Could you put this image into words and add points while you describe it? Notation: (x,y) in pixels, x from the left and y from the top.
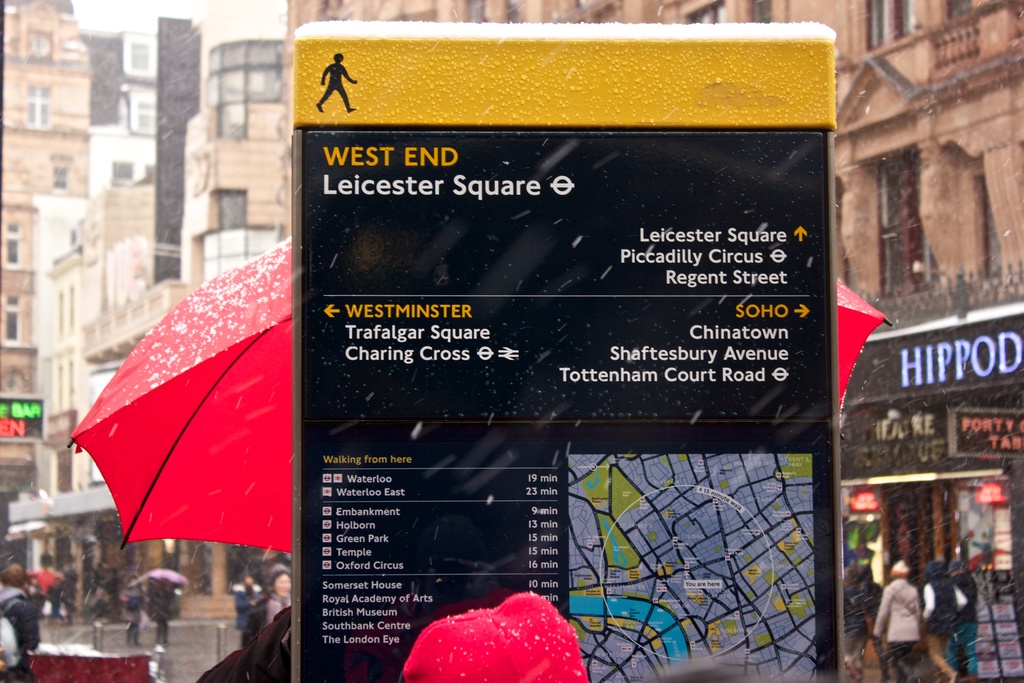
In a foreground (465,402) I can see a board (661,252) on which I can see some text (466,352). At the back of it I can see a red color umbrella (237,427). In the background (60,625) many people (167,606) are walking on the road (189,637) and I can see few buildings (99,204).
